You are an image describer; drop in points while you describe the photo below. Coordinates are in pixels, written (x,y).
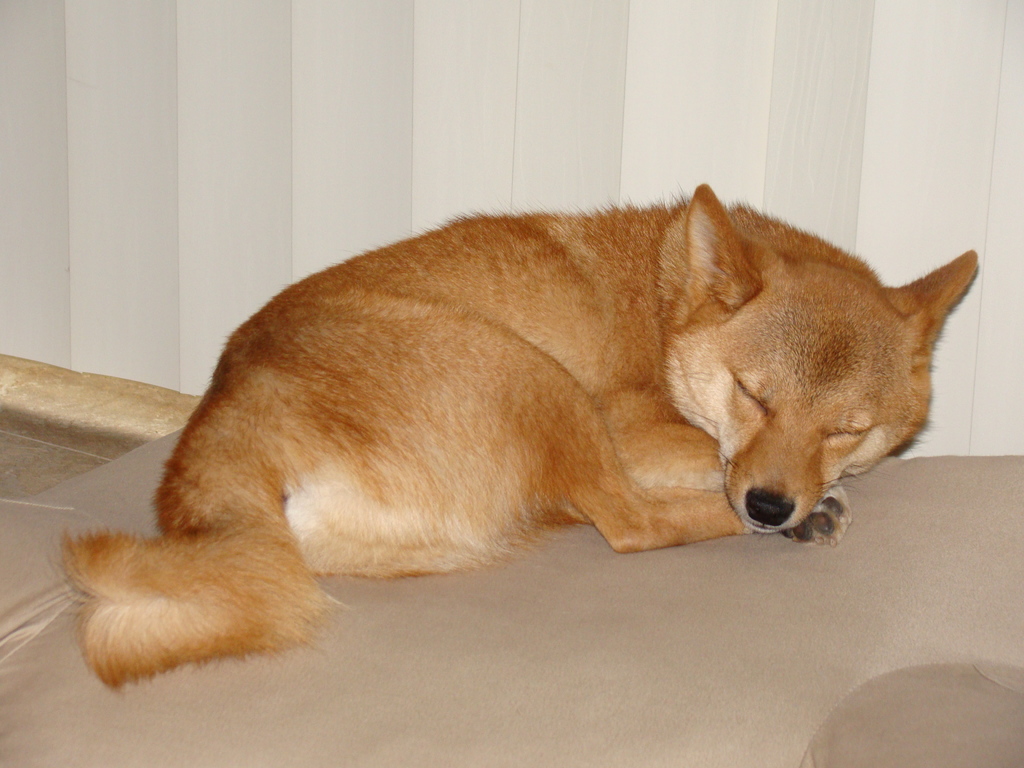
In the image we can see a dog (713,376), pale brown in color and the dog (540,443) is sleeping on the mat (243,682). Here we can see the window blinds (186,161).
